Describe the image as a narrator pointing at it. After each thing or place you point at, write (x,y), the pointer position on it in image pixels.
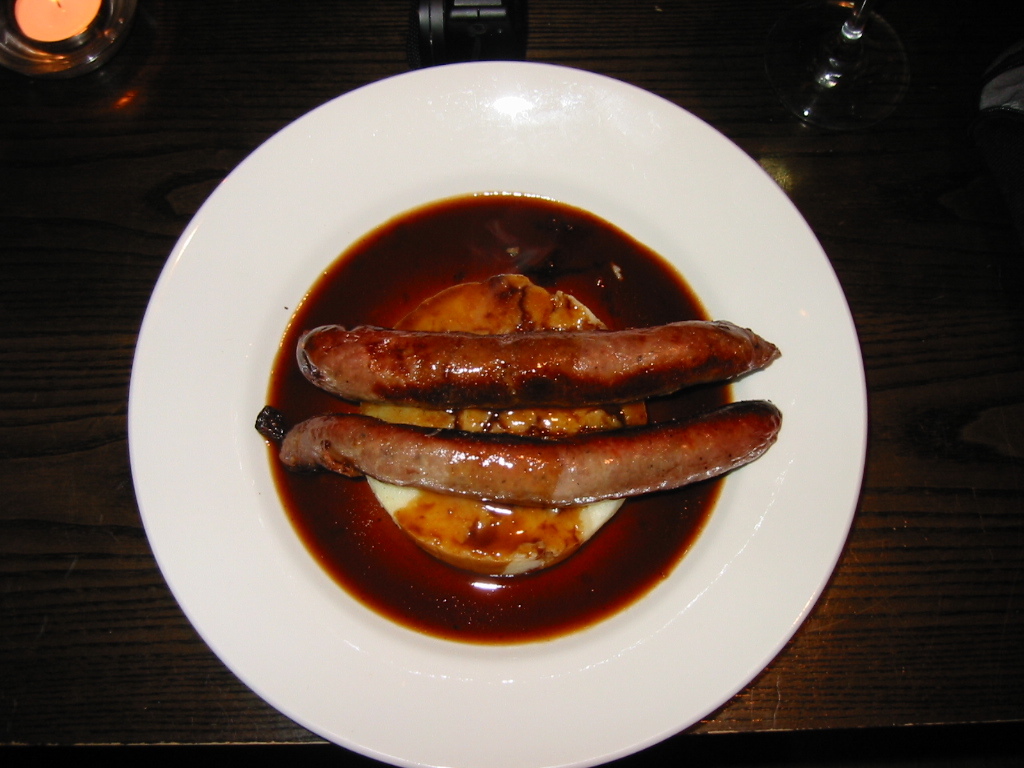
On a plate (494,749) there is some food item (487,366) served and kept on a wooden table (48,609) and beside the plate (540,117) there is a glass (771,45) and a candle (75,63).
